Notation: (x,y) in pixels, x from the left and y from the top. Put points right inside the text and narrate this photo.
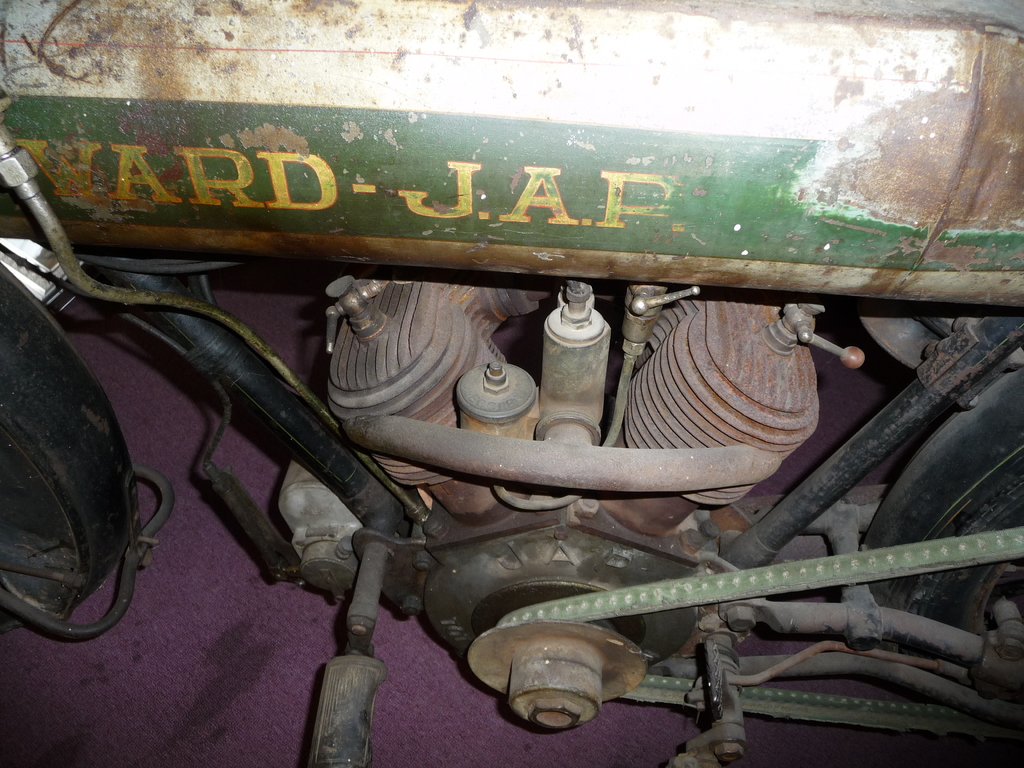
In this image, this looks like a vehicle (531,172). At the center of the image (553,453), I can see the engine (577,573). On the left (117,514) and right sides of the image, I think these are the wheels (48,516).
